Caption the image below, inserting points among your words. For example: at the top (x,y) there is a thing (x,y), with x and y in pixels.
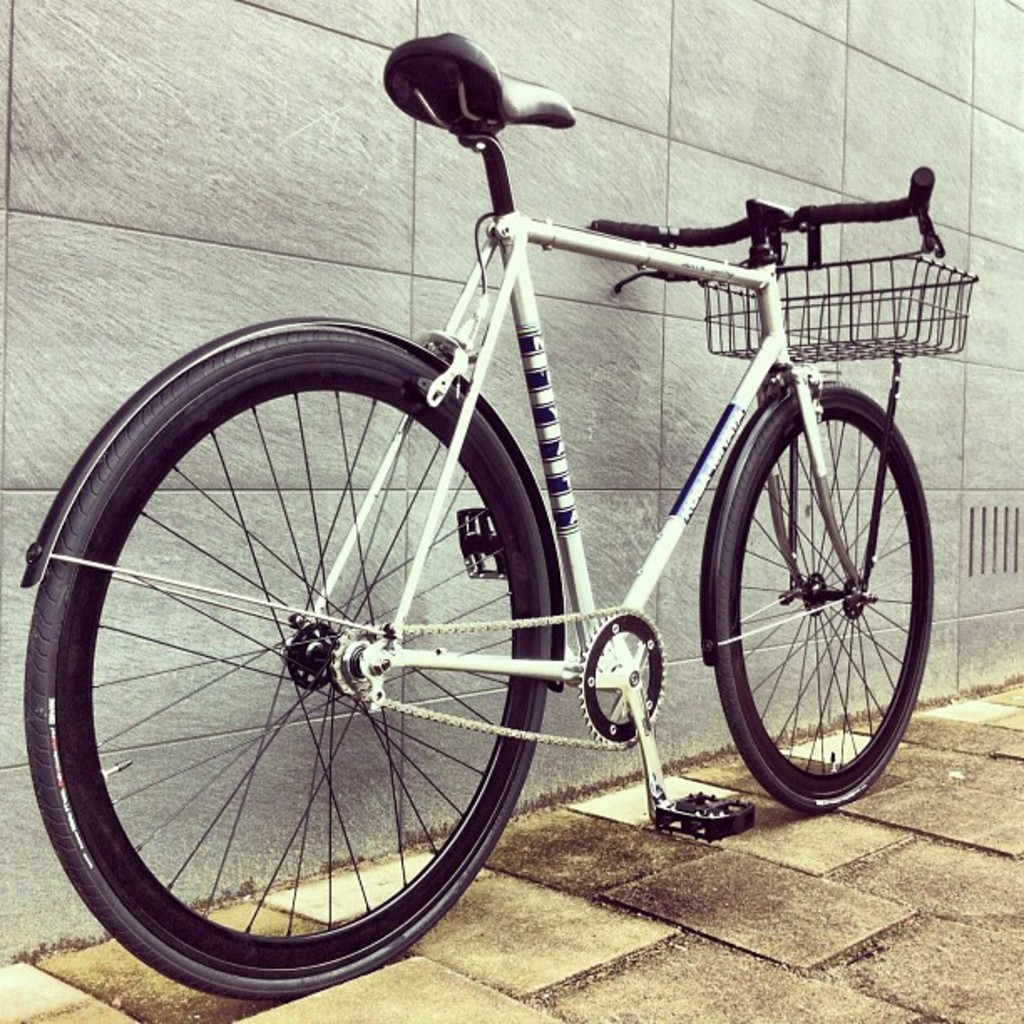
In this image there is one bicycle (517,481) in middle of this image (601,403) and there is a wall (223,271) in the background (304,226).
